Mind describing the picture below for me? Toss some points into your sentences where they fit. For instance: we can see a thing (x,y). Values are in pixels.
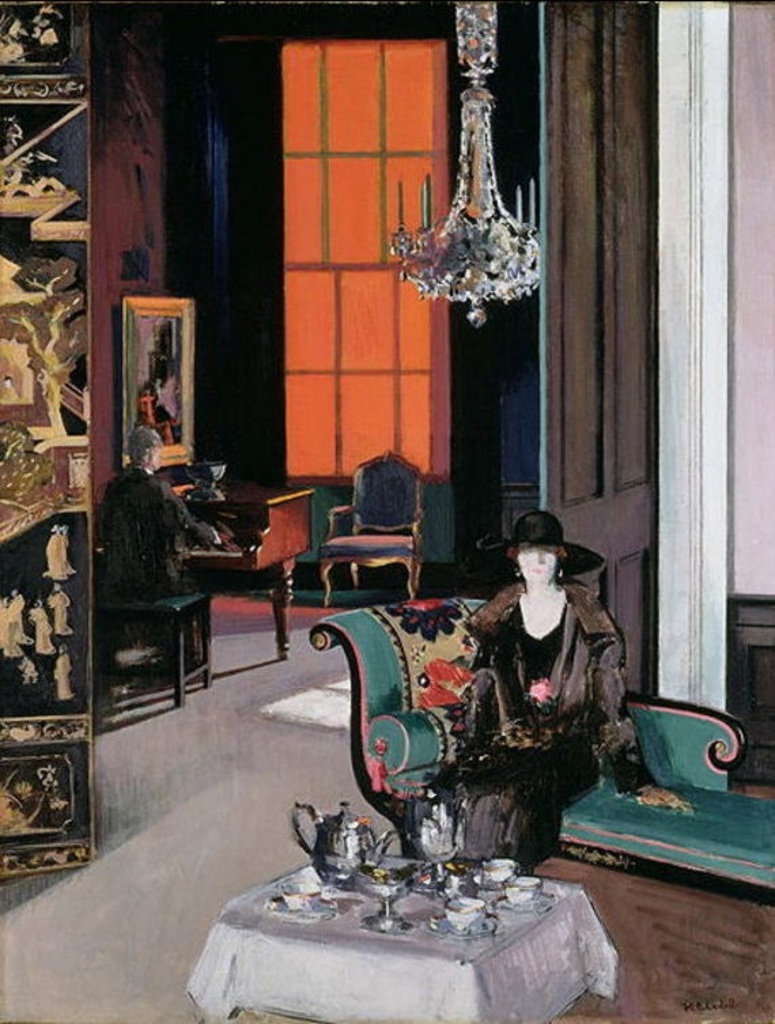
In this image may be there is a painting (567,234), in which there is a woman (543,664) sitting in sofa set (611,833), in front of them there is a table (346,968), on the table (313,948) there are some bowls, jars (361,829), at the top (471,68) there is a chandelier (461,57), on the left side (126,529) there is a person (110,539) sitting on chair (116,618), there is a table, photo frame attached to the wall (105,222), window (317,157) visible.
